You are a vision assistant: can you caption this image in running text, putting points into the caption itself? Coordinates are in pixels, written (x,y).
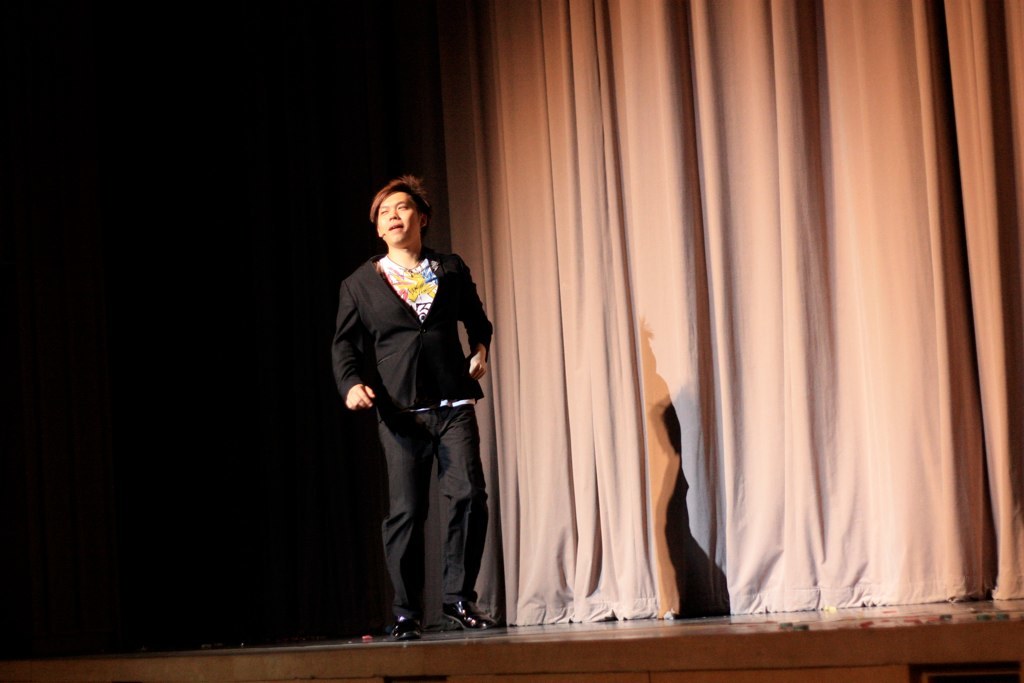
In this image I can see a person (429,371) is wearing black color dress (450,348) and the person (404,394) is standing on the stage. Back I can see the cream curtain (677,205) and black background (294,425).
